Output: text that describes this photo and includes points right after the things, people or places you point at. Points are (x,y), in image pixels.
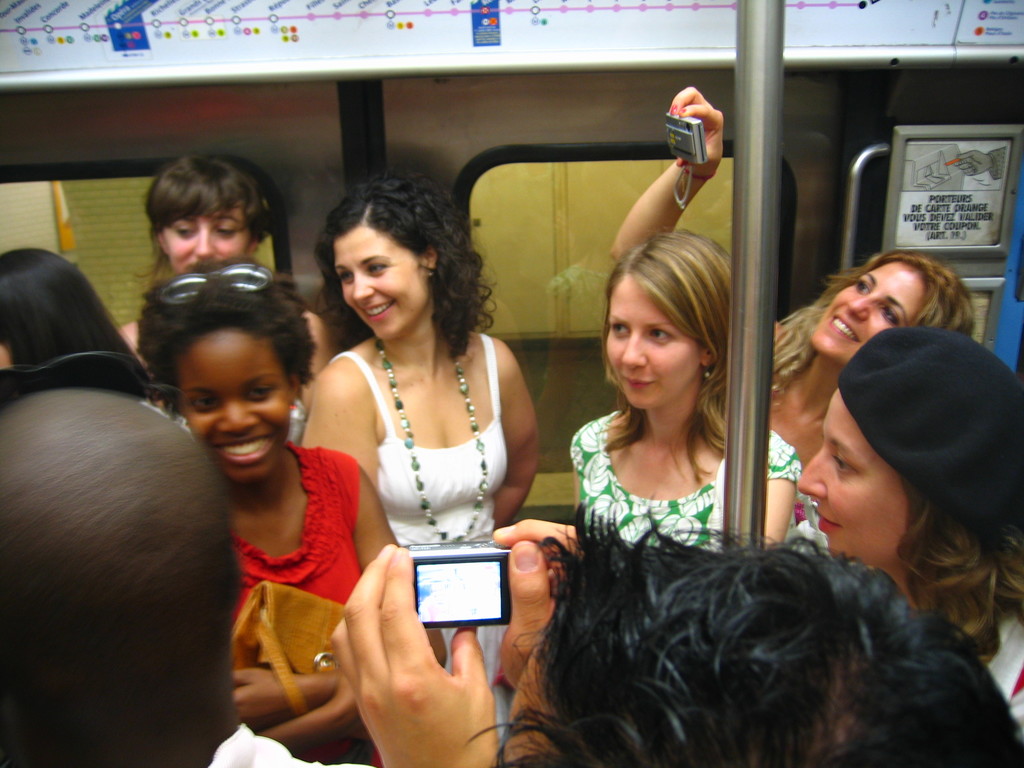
As we can see in the image there are group of people (89,306) in the front (89,306). There is a train (373,112) and these two are holding cameras (464,578).
